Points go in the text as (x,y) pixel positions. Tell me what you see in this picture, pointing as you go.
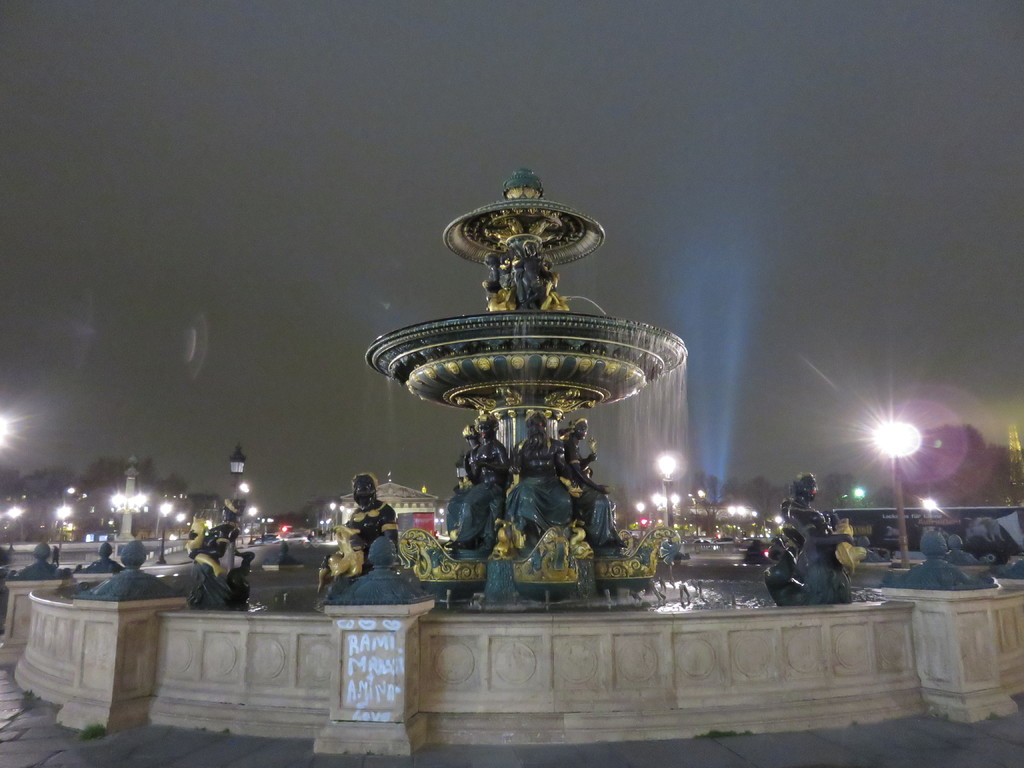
In this picture we can see a sculpture fountain (511,412) and in front of the fountain (506,520) there are some other sculptures (817,552). Behind the fountain (462,513), there are trees (35,513), buildings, poles (16,515) with lights (115,500) and the sky (280,195).
